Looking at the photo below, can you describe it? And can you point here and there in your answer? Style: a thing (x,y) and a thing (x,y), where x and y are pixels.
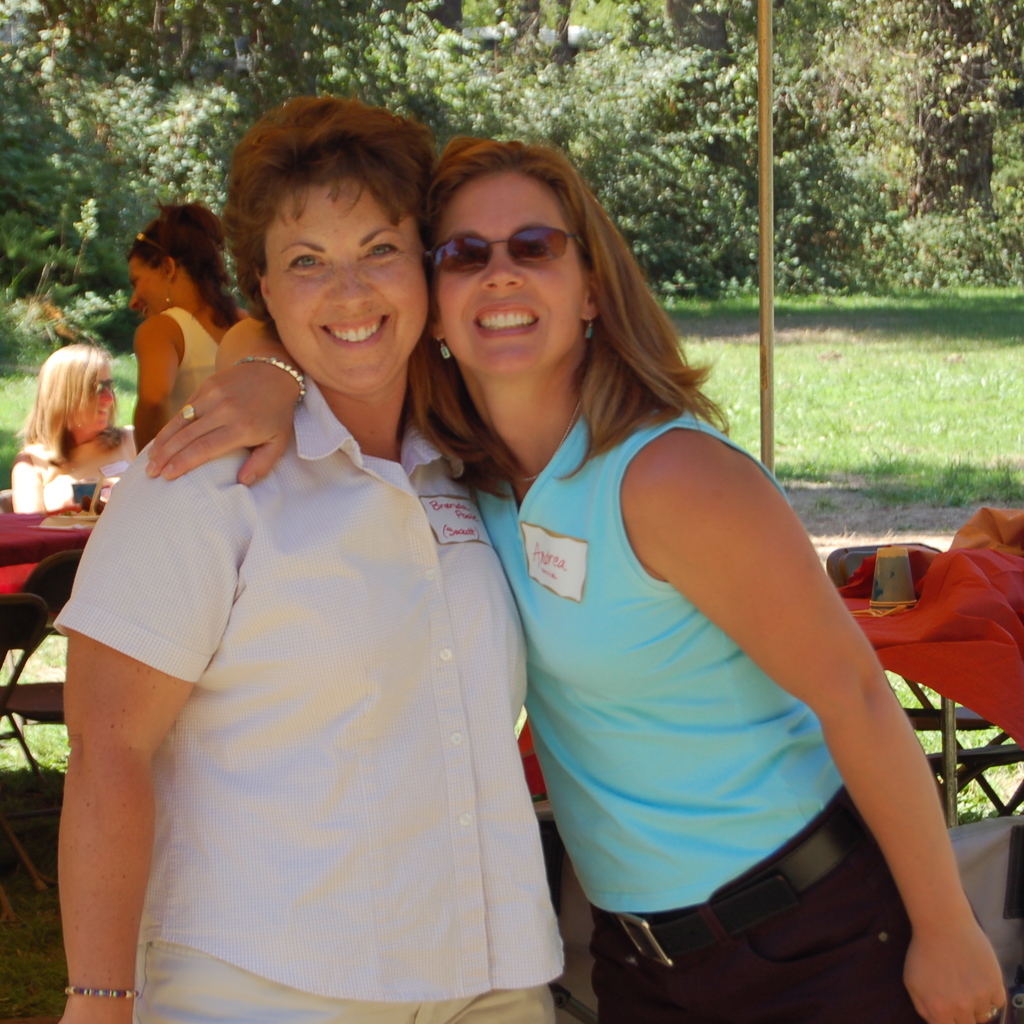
In this image there are two women (490,719) who are standing on the ground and smiling. In the background (26,544) there is a table (46,539) on which there is a cup (80,492) and there are chairs (33,587) around it. There is a woman (71,456) sitting near the table (34,531) and beside her there is a woman (157,351) standing near the table (62,547). In the background (217,78) there are trees (559,43). On the ground (893,396) there is grass (845,386). On the right side (769,336) there is a pole (765,168).
